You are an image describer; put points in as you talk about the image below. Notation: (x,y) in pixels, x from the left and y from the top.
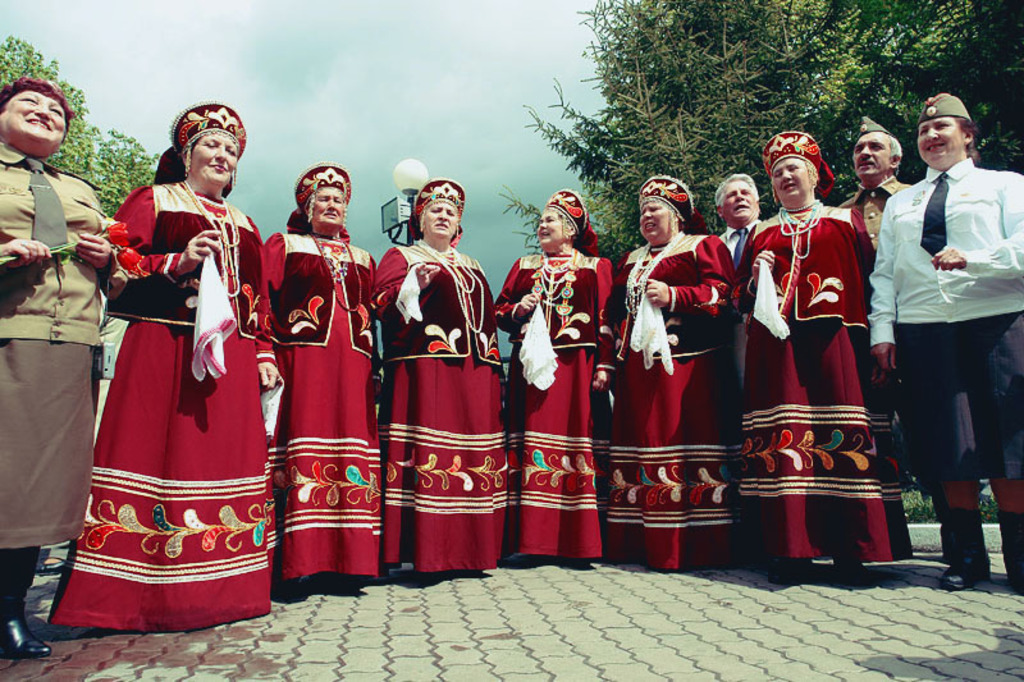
In this image I see people (514,278) who are standing on path (344,651) and I see that these women (695,281) are wearing same dress (339,348) and holding a white cloth (554,358) in their hands (605,376) and I see that these 2 women (948,144) are smiling. In the background (950,59) I see the trees (594,170), a light (396,168) on this pole (410,206) and I see the sky (278,110).
